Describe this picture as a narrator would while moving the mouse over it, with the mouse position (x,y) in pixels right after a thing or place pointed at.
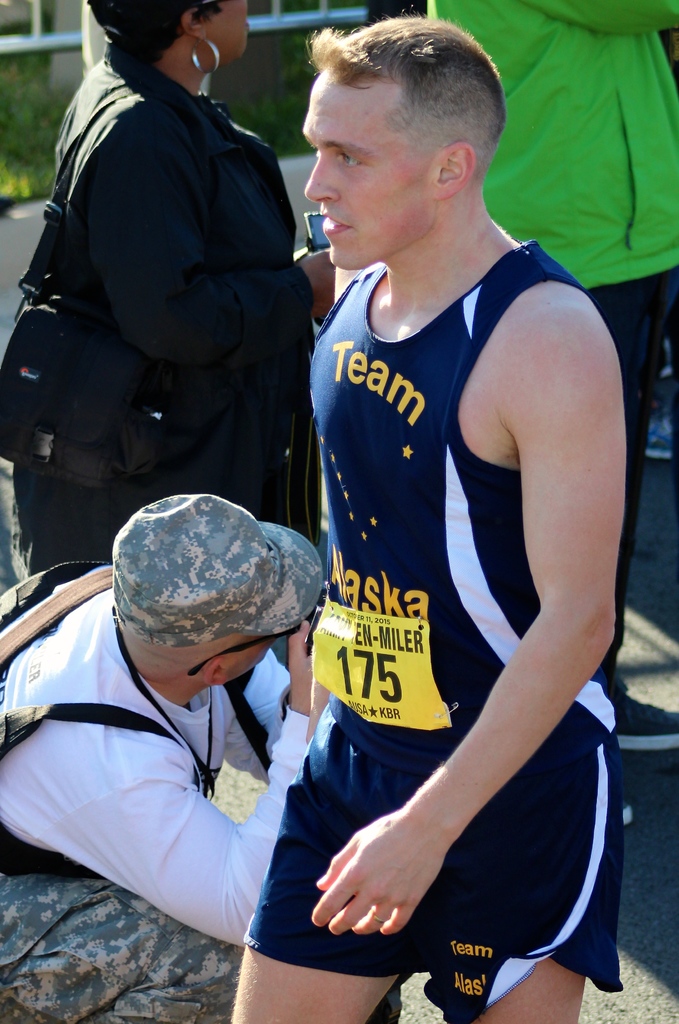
In this image I can see few people (276,169) and I can see the left one (205,733) is wearing a cap (170,510).
